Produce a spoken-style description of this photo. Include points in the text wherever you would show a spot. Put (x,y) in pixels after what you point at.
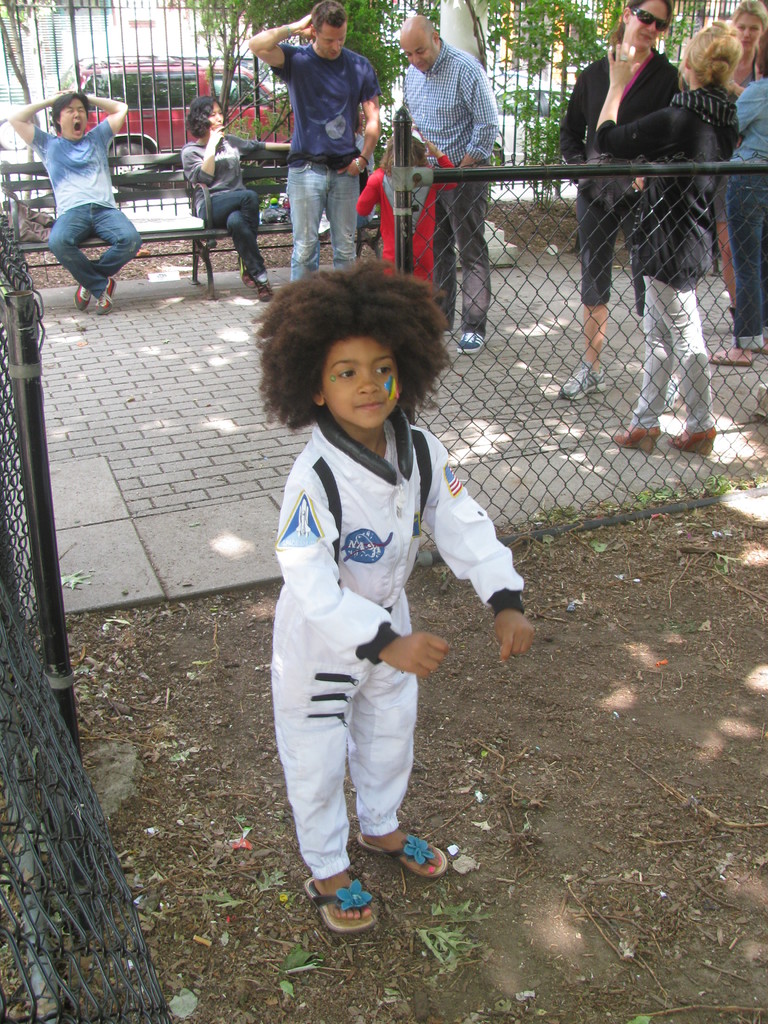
In this picture we can see two people (89,138) sitting on a bench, some people (283,353) are standing on the ground (156,378), fences (19,435), trees (267,21) and in the background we can see vehicles (99,90).
